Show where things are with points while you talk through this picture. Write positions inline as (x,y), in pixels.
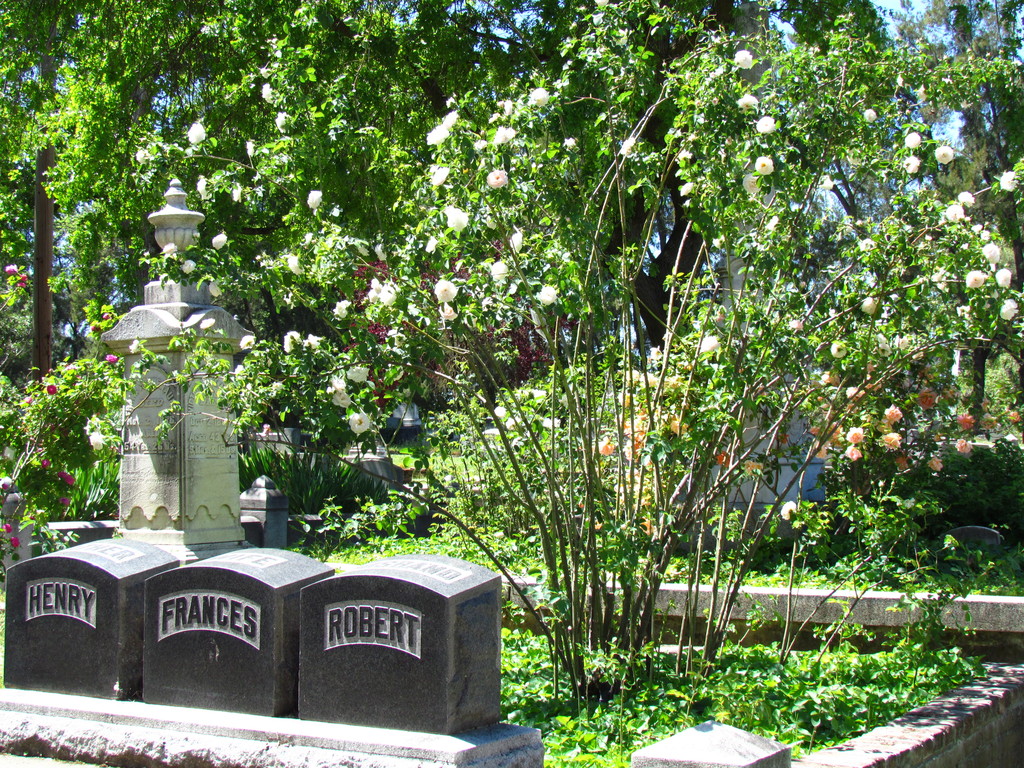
At the bottom of the picture (328,648), we see headstones (234,615). Behind that, we see a pillar (174,436). There are many trees (644,278) in the background (346,144).
